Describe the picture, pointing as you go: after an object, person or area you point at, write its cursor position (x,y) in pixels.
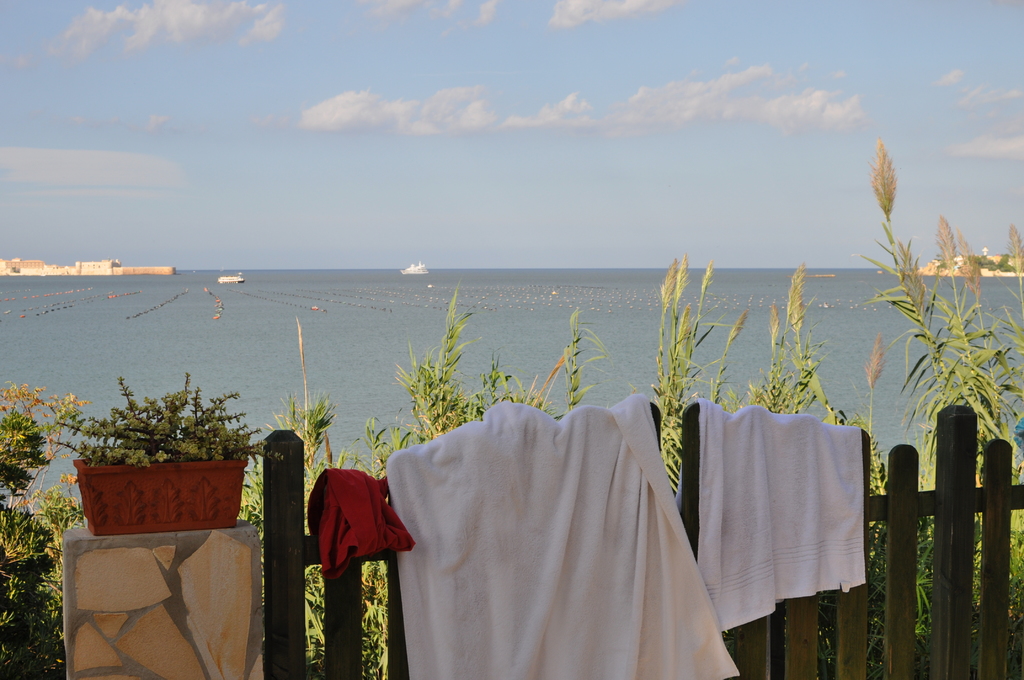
At the bottom (426,468) we can see the towels (535,472) on the wooden fencing (856,630). Beside that we can see the plant (145,449) on the pot (165,485) which is kept on the pillar (218,621). In the background (159,310) we can see some boats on the water (556,305). On the left (63,272) we can see the building (9,268). On the right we can see the trees (1001,254) on the mountain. At the top (824,101) we can see the sky (594,22) and clouds (578,2).
